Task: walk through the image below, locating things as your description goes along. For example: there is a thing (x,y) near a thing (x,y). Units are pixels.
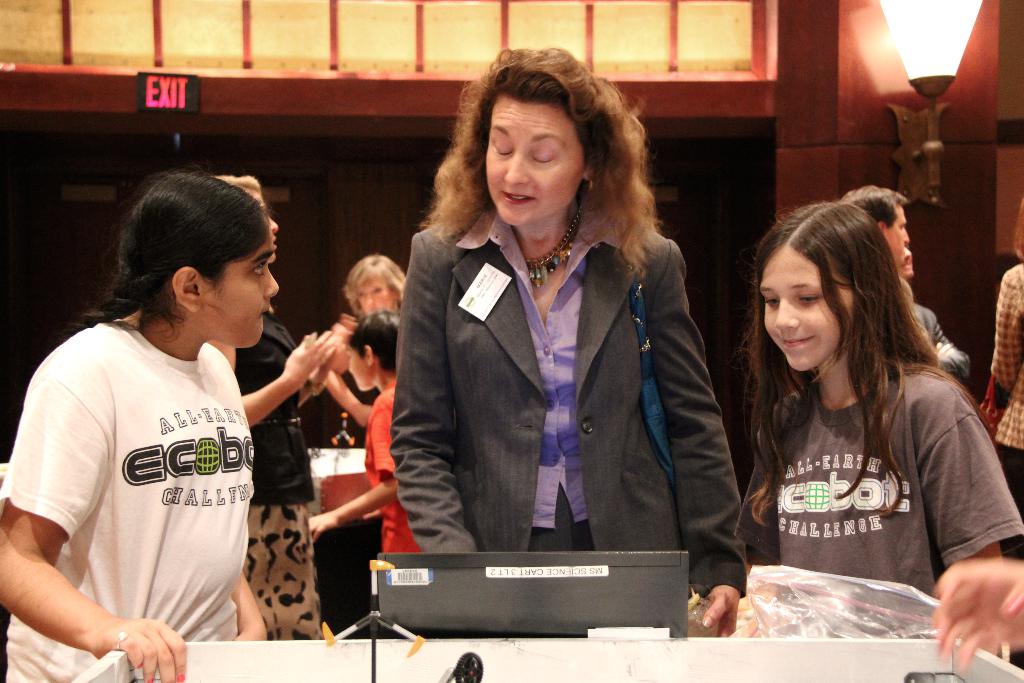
In this image I can see number of people (417,397) are standing. I can see most of them are wearing t shirts (154,527). Here I can see she is wearing blazer (519,395), necklace (541,257) and I can also see a white colour thing (475,282) over here. In the background (195,80) I can see exit board (182,84) and here I can see few stuffs (390,623).
